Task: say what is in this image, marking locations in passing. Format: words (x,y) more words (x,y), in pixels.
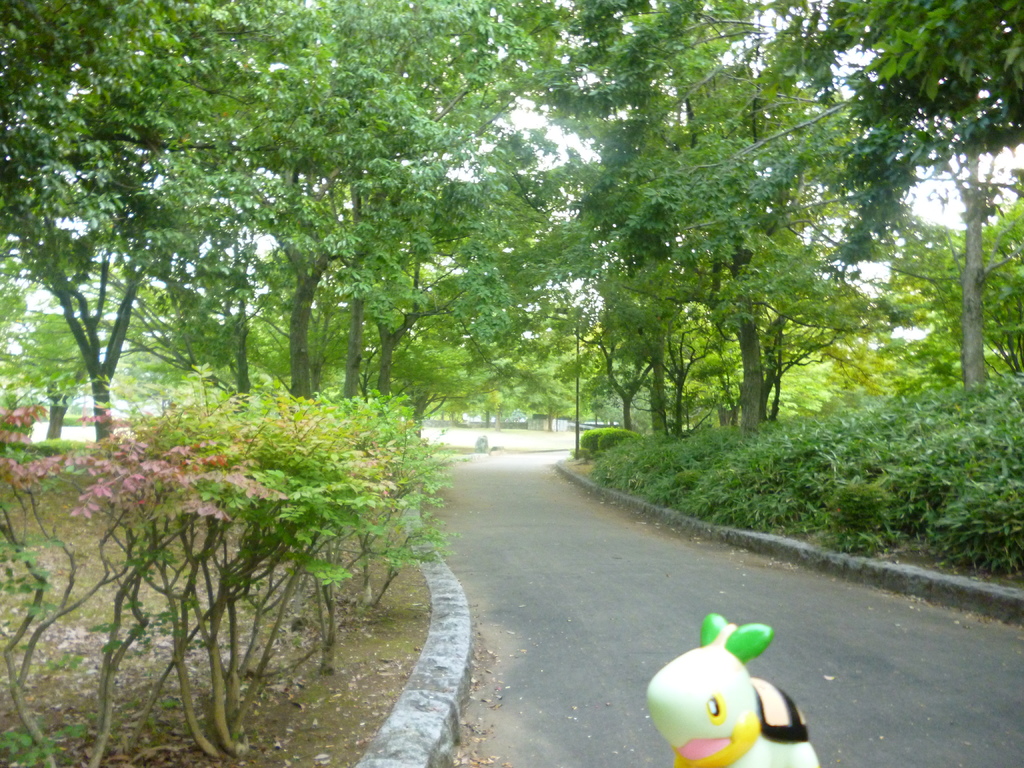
This picture is clicked in the garden (561,519). At the bottom of the picture (698,655), we see a toy (753,704) and the road (586,624). On either side of the picture, we see plants (180,442) and trees (335,342). There are many trees (414,301) in the background (223,289).
